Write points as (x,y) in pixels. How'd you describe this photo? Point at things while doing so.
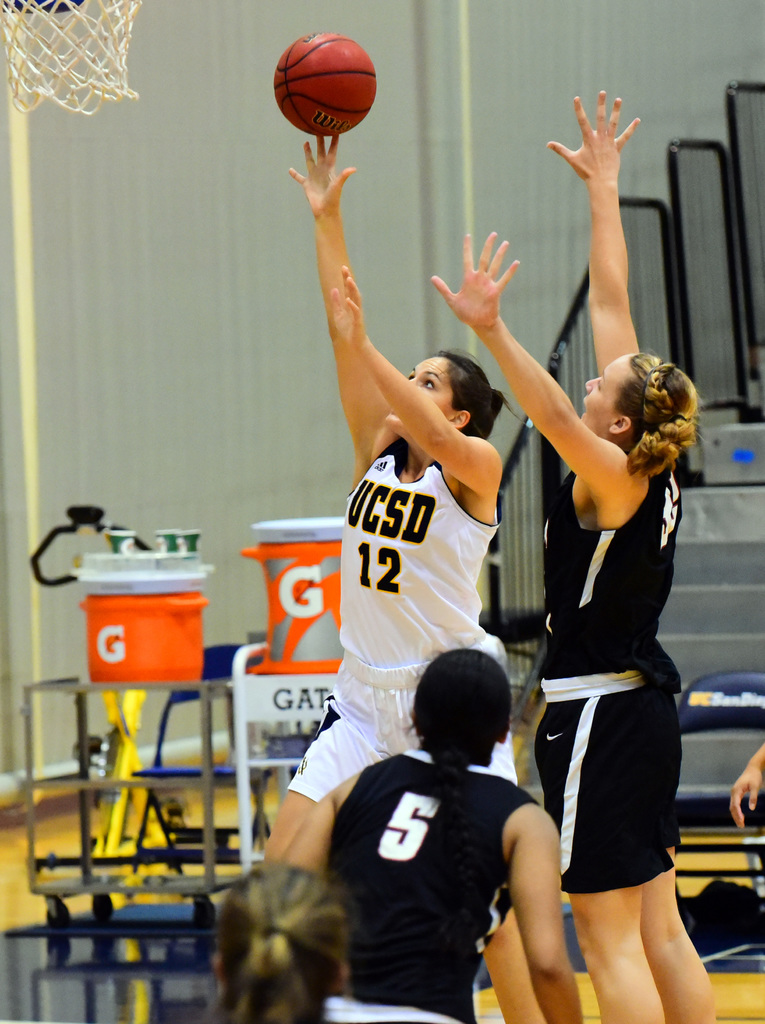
In this image I can see few women (459,388) and I can see all of them are wearing sports jerseys (586,652). I can also see something is written on their jerseys (352,598). In the background (160,573) I can see few tables (211,773), few chairs (218,766), railings (738,260) and on these tables (114,692) I can see few orange colour things (178,608) and few glasses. On the top side of this image (113,32) I can see a net (15,63) and a basketball (320,72).
